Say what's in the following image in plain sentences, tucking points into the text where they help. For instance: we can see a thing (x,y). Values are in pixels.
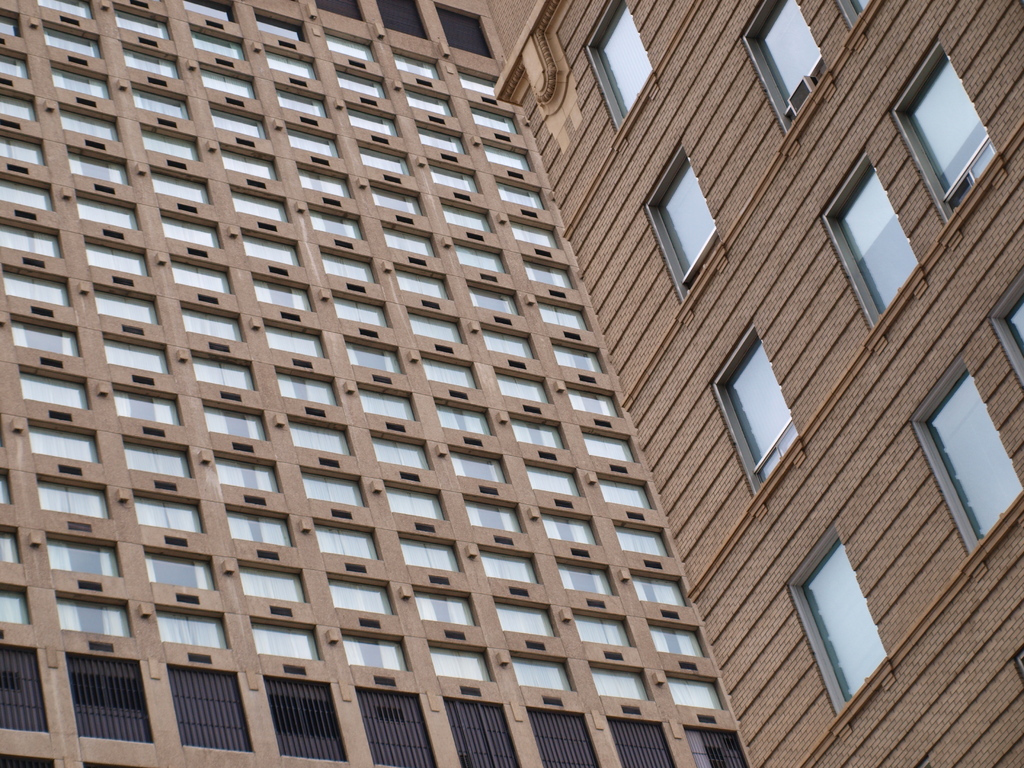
This image consists of a big building (708,490) in brown color along with windows (300,66) and glasses (228,331).
